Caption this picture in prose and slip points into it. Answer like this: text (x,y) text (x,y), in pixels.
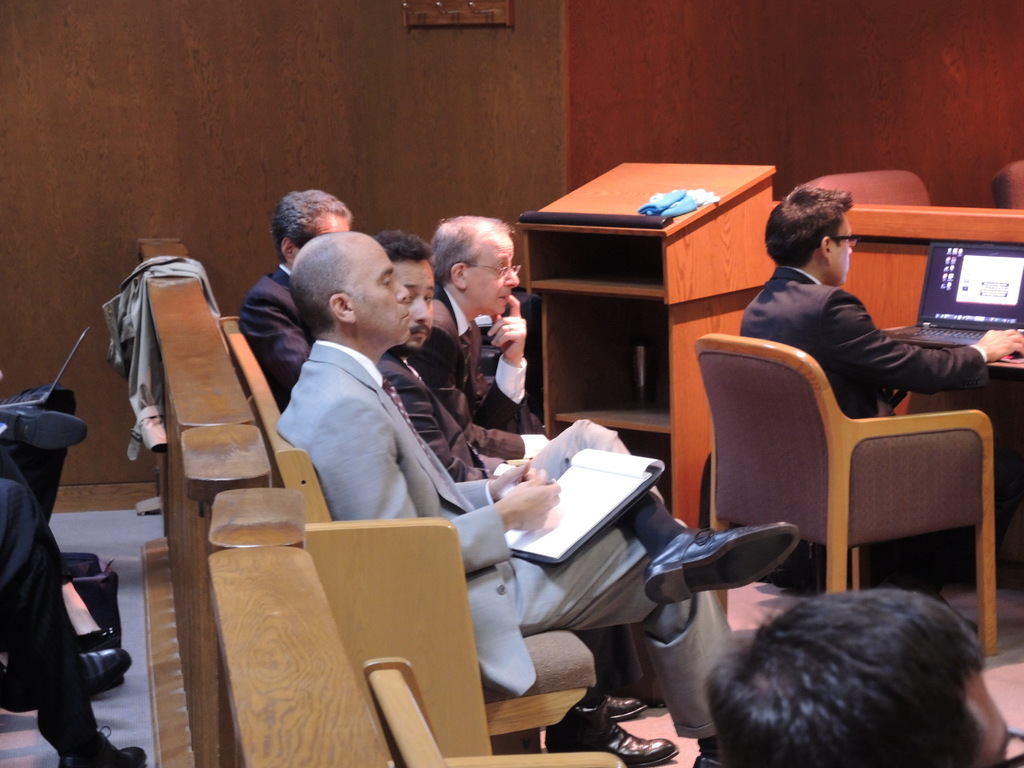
This picture is clicked inside the room (106,480). Here, we see many people (494,436) sitting on chair (718,590). Man (902,379) on right corner of the picture (790,288) wearing black blazer (826,338) is operating laptop (992,314) which is placed on table (1008,365). Beside him, we see a table (580,204) containing cloth (690,196) on it and on background (580,144), we see brown wall (579,75).
